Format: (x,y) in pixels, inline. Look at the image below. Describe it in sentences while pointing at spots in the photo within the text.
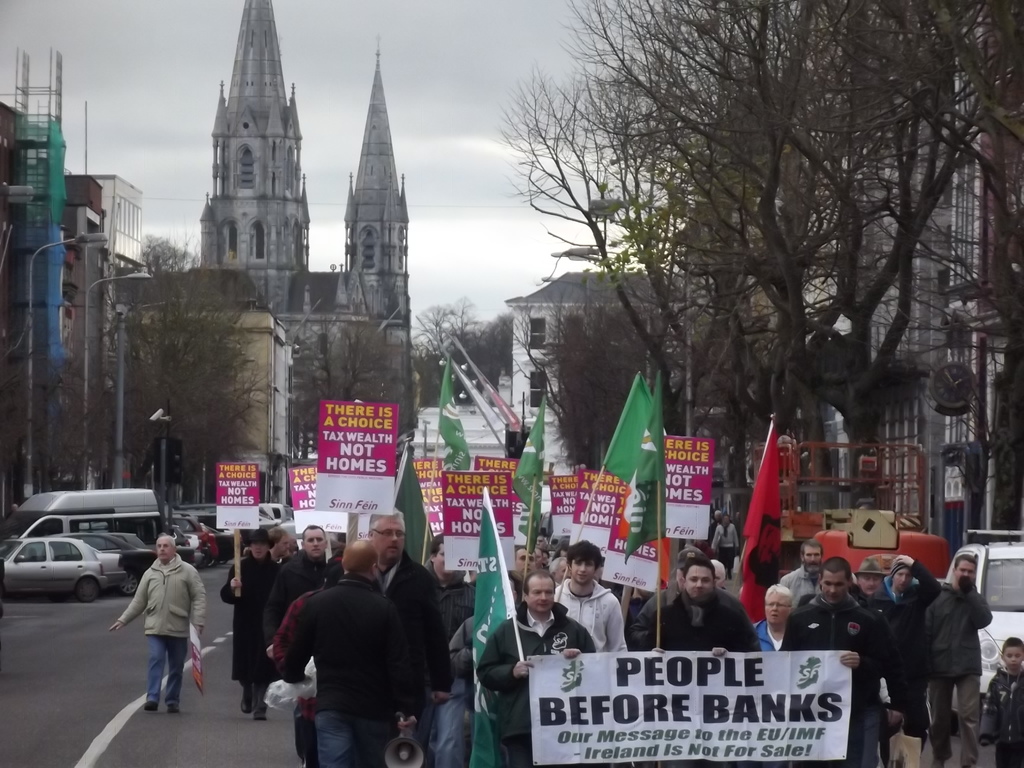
In this image there are a group of people (302,570) who are walking and some of them are holding some placards (628,680) and flags (773,529), and in the background (779,390) there are some buildings (265,398) and trees (623,314). And at the top of image (175,98) there is sky (168,116), and at the bottom (86,651) there is road (201,698) and on the left side (159,521) and right side (940,558) there are some vehicles (789,518).
